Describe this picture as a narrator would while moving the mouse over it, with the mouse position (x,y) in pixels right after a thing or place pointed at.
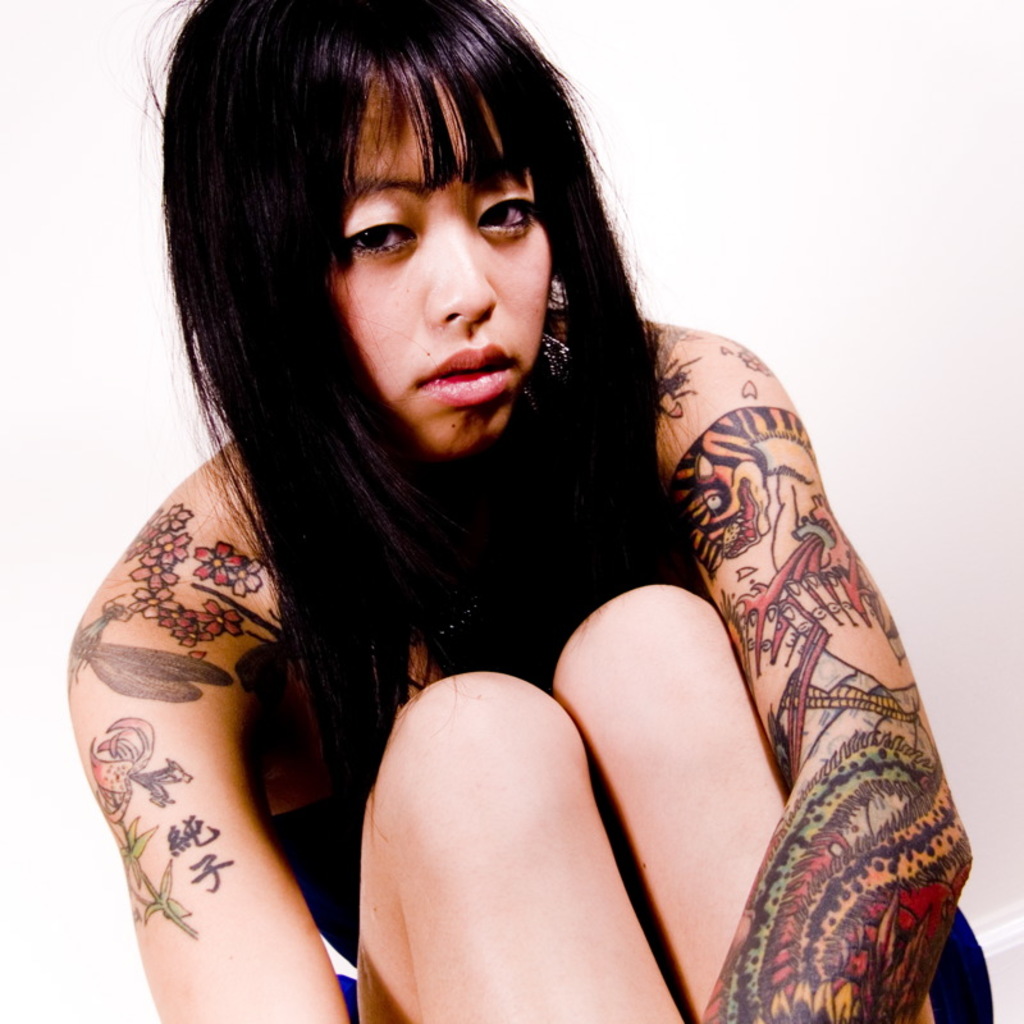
In this image we can see a person (370,655). On the person body (555,522) we can see the tattoos (853,684). The background of the image (778,222) is white.
